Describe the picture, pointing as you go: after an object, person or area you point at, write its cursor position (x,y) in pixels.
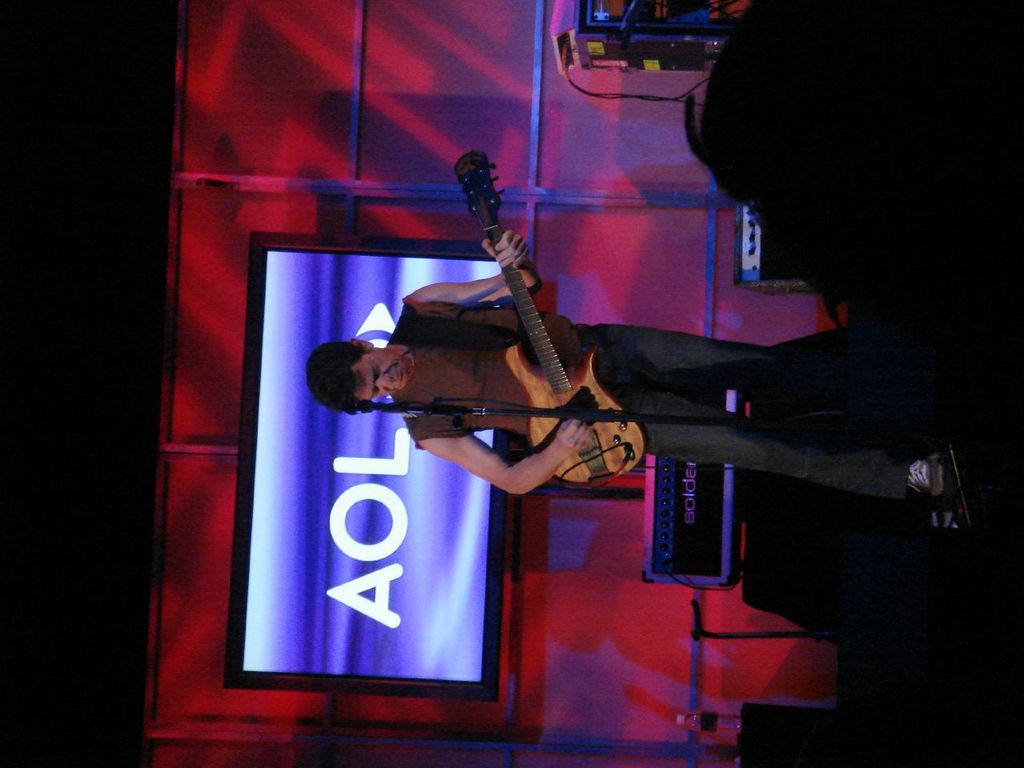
In this picture we can see a man (507,386) playing guitar (538,378) in front of a microphone (413,410), on the backside of the man (460,439) there is a digital display (374,464).
